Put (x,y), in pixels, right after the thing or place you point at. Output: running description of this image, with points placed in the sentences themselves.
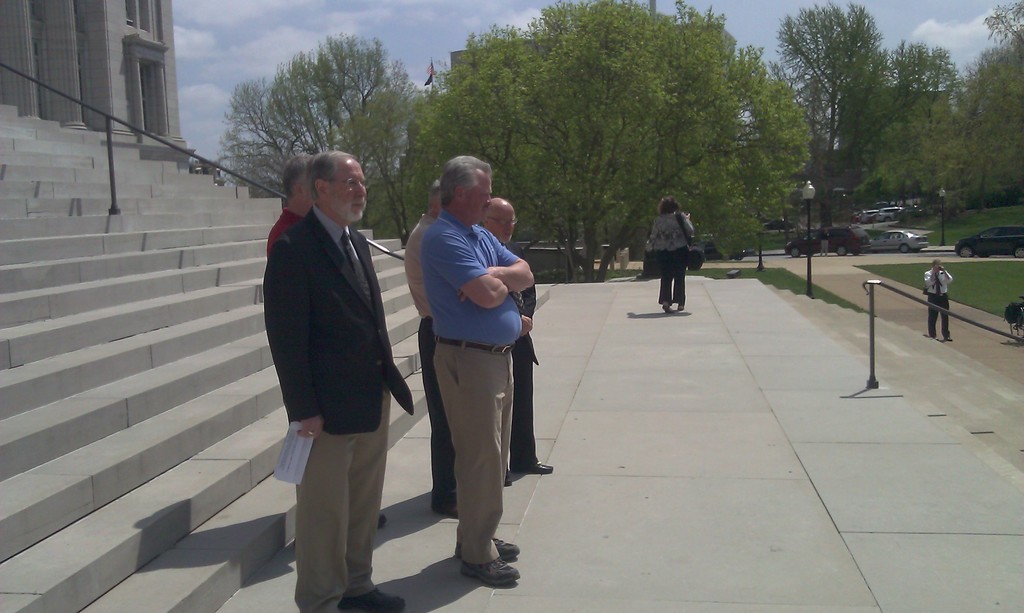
In the center of the image (378,347) some persons (378,347) are standing. In the background of the image (595,223) we can see trees (795,207), electric light poles (806,222), cars (986,249), some persons (942,275), grass (910,265). On the left side of the image (185,182) we can see building (114,63), pillars (89,53), windows (144,95), rods (174,149), stairs (175,250). On the right side of the image (981,330) there is a ground (961,308). At the top of the image (477,22) clouds (509,12) are present in the sky (455,33). At the bottom of the image (647,568) there is a floor (607,570).
